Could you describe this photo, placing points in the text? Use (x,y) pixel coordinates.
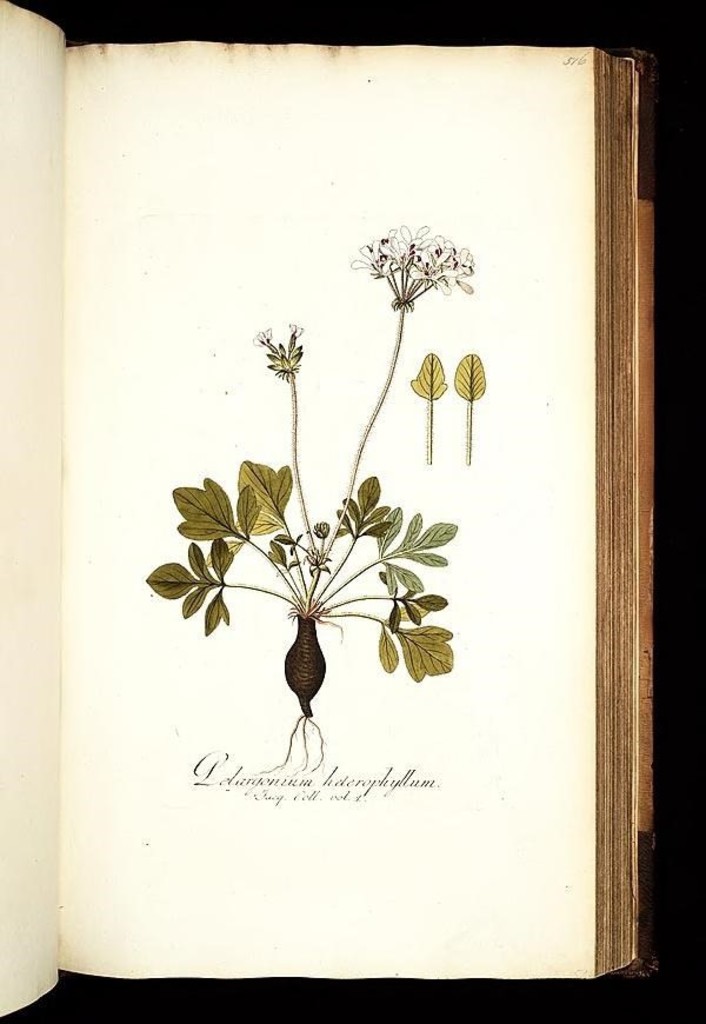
In this image I can see a book (341,724) and it is opened. In the book (247,713), I can see a painting (254,548) of a plant (213,564) along with the flowers (394,273). At the bottom (288,783) there is some text (261,789). The background (202,1013) is in black color.
